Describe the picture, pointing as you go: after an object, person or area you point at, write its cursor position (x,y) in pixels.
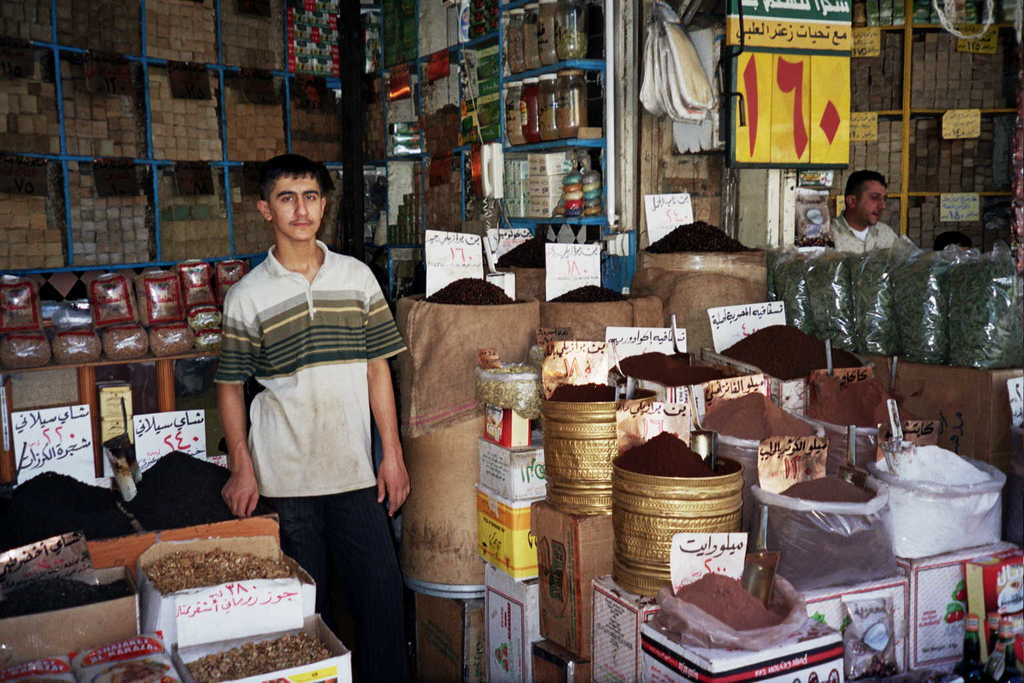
In this picture I can see there is a man (373,607) standing in the shop (564,491) and there are many powders (752,434) and boxes (548,603) placed here. On right side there is another man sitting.
